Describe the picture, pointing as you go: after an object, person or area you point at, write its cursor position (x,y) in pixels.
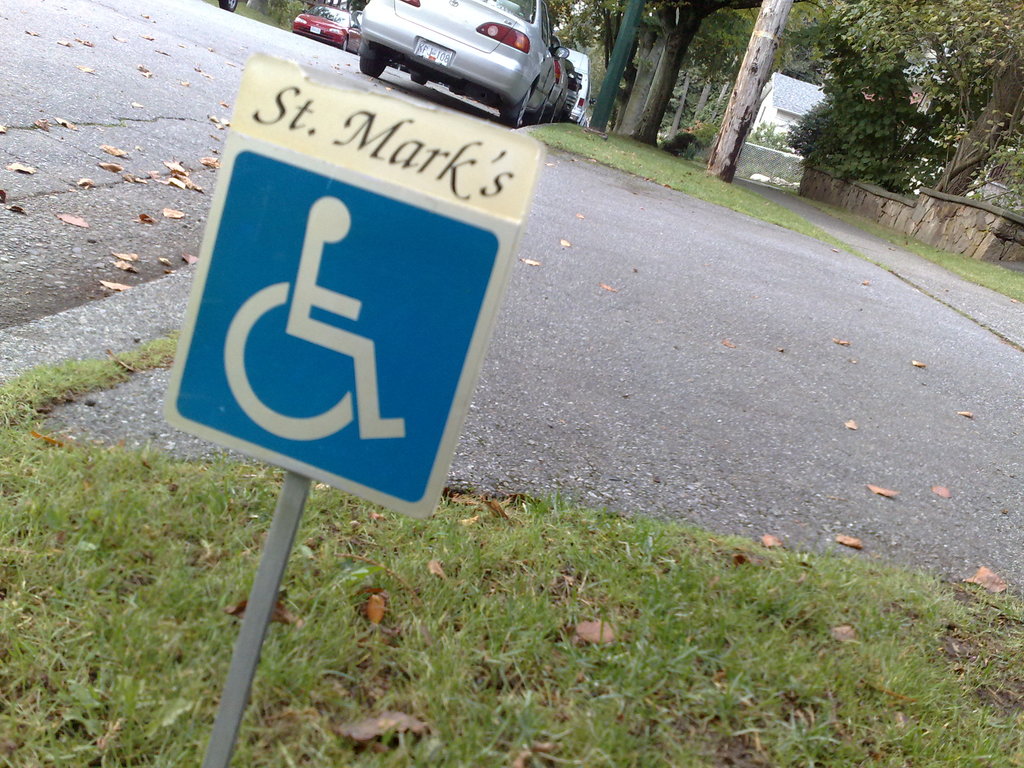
In this picture, we can see the road (820,509), ground (533,583) covered with grass (417,583), and we can see some objects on the ground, we can see trees (679,82), plants (867,52), wall (947,224), houses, vehicles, signboard (312,213) and pole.
